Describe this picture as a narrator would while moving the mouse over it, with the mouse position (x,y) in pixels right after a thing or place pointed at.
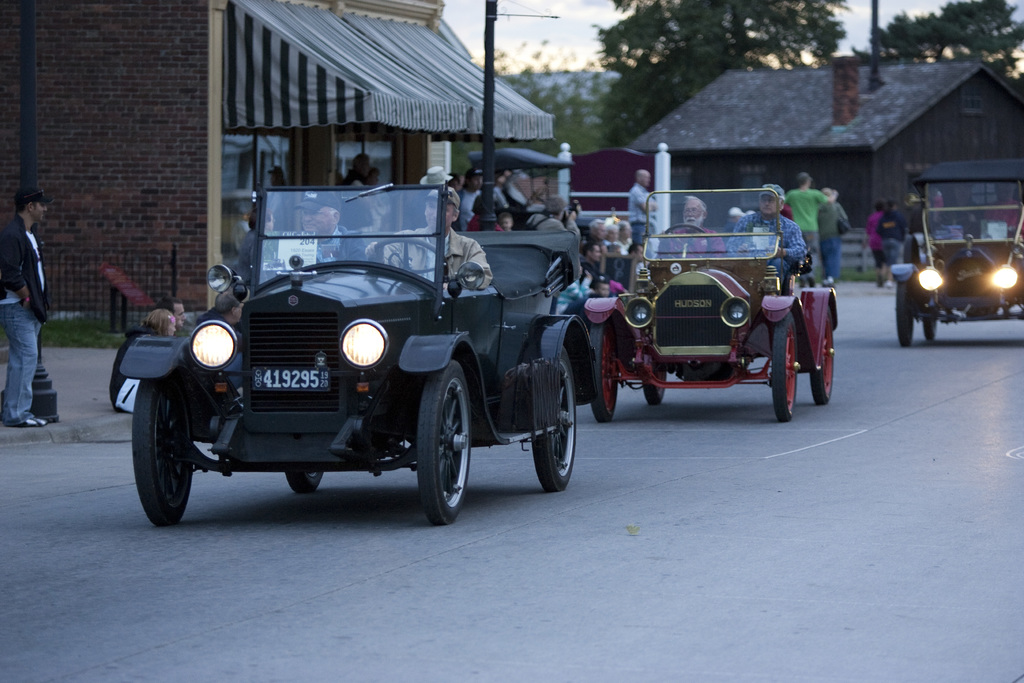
This image is clicked on the road (570,608). There are vehicles (554,355) moving on the road (661,599). There are people (407,243) sitting in the vehicles (336,369). Beside the road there is a walkway (94,416). There are people (34,325) standing on the walkway (109,405). There are poles (33,163) and grass (851,273) on the walkway (54,385). In the background (349,158) there are houses (713,83) and trees (647,32). At the top (536,33) there is the sky (521,36).
